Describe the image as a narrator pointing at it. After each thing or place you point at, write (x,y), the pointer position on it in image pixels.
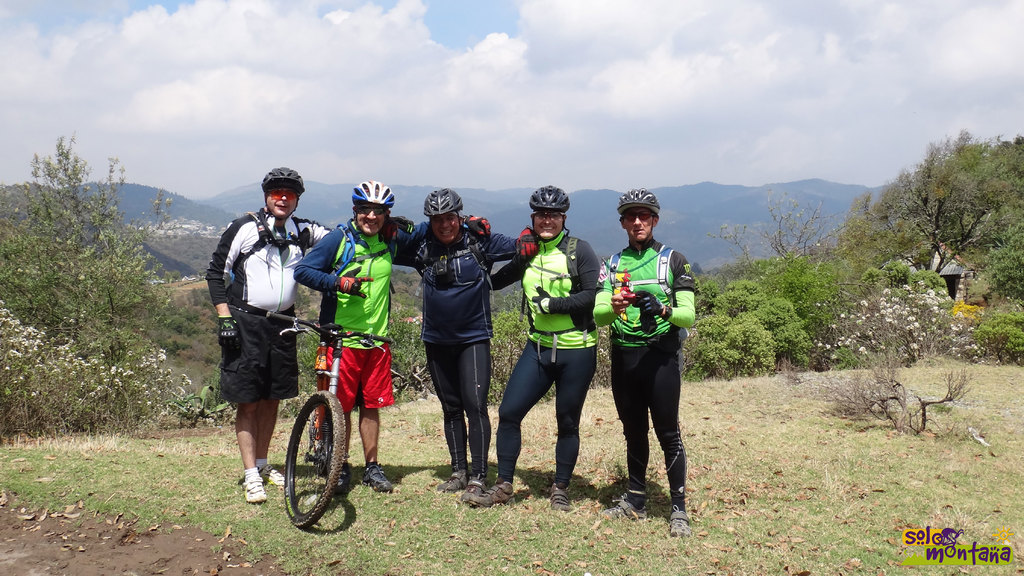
In this image we can see a group of people (382,281) standing on the ground (665,503) wearing helmets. One person (262,280) wearing white shirt (266,296) and goggles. One person (341,253) wearing green dress (375,294) is standing beside a bicycle (335,445). in the background (949,297), we can see a building (964,286), group of trees (728,317), mountains (682,223) and a cloudy sky (506,105).
